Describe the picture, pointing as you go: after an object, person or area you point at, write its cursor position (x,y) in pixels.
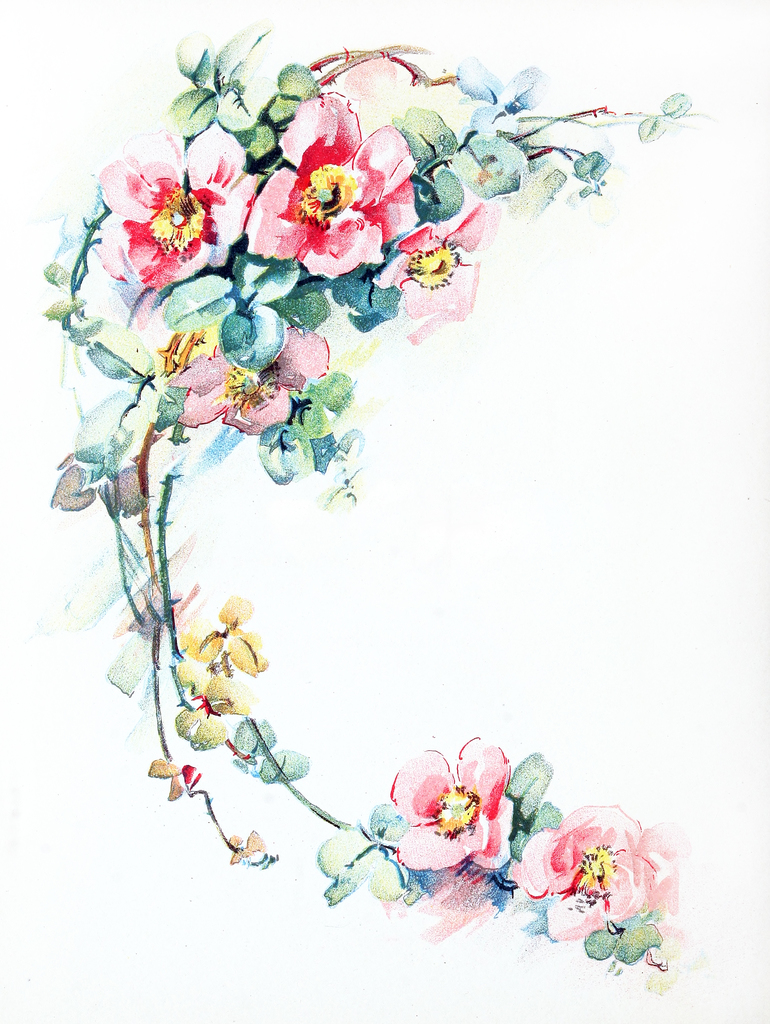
In this image I can see the painting (239,343) of the flowers (109,271) on the white color surface (453,482). I can see these flowers (250,243) are in pink, red, green and yellow color.
